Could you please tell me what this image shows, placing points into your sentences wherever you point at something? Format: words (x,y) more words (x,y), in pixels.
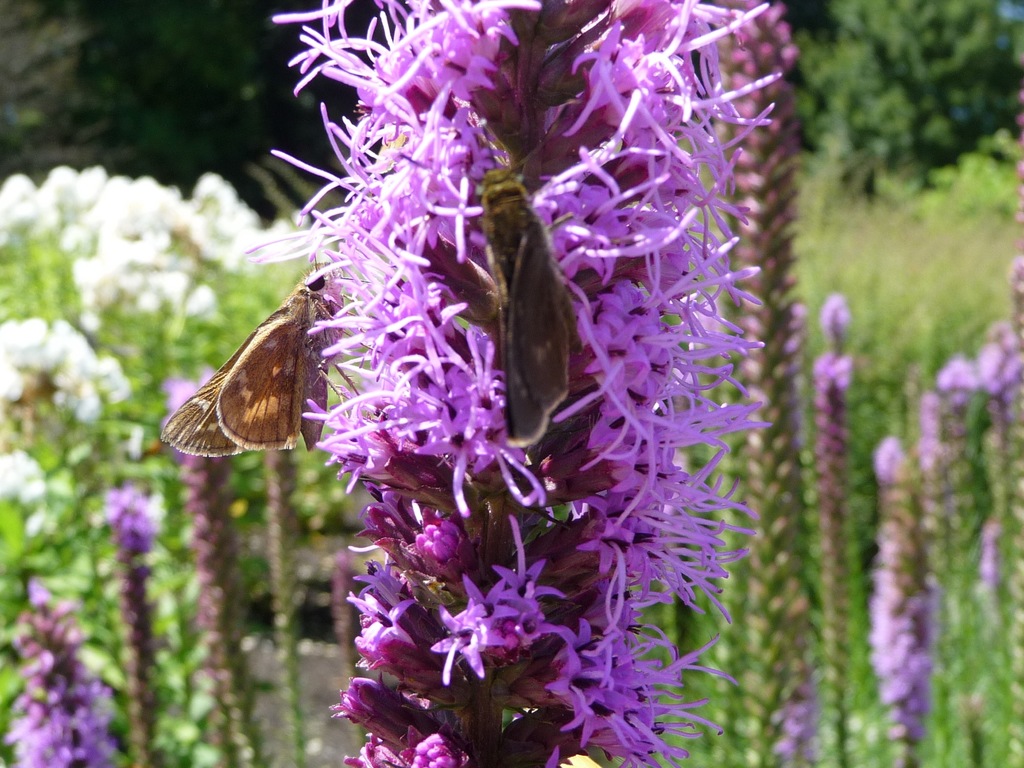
In this image I can see purple colour things (425,272) and I can see brown colour insects (309,394). In background (147,525) I can see number of flowers (69,671), trees (43,120) and I can see this image is little bit blurry from background (753,697).
